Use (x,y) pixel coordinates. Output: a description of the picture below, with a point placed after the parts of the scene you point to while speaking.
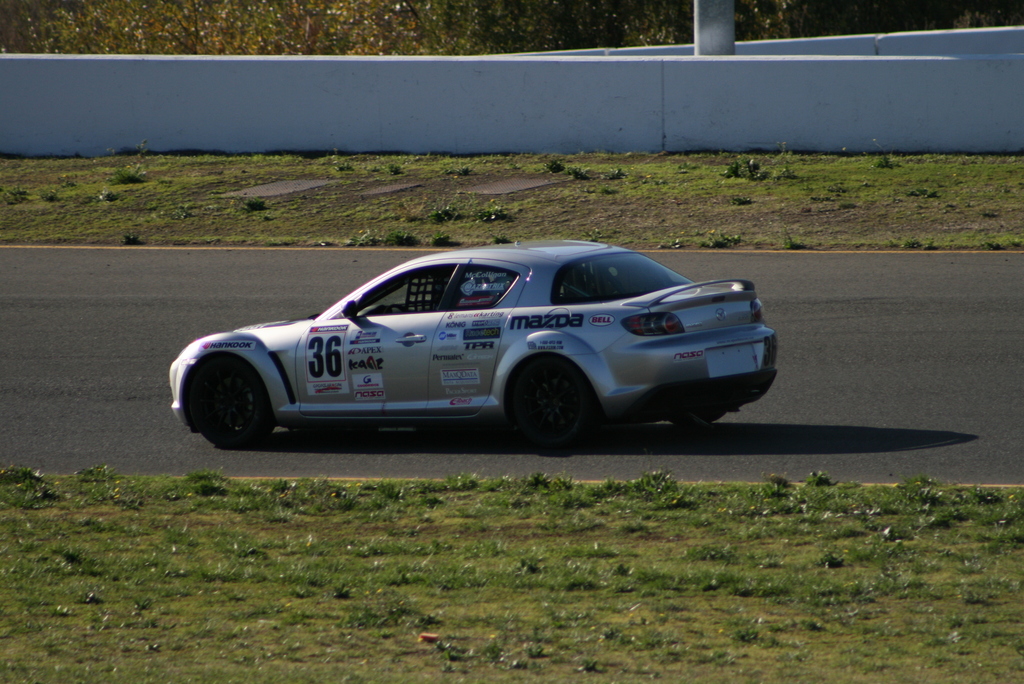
In this image there is a car (522,430) on the road (596,424) beside that there is grass (766,516), fence wall (253,144), pole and trees (267,20).
